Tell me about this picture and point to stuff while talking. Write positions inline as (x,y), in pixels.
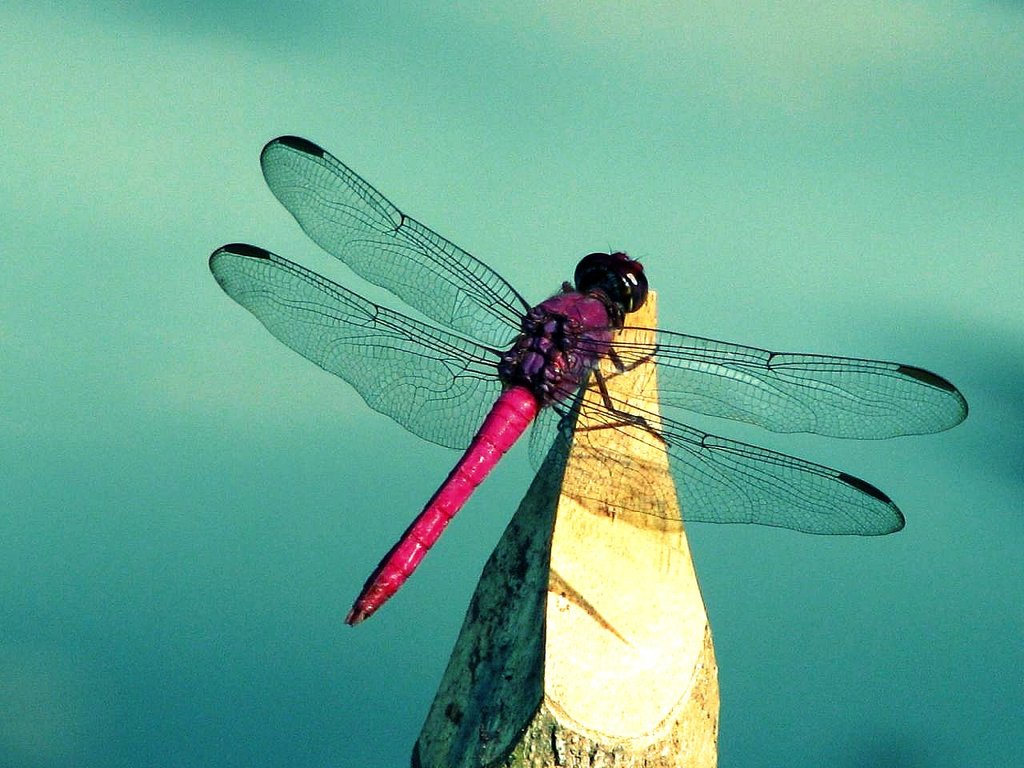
In this image I can see an insect (448,395) which is black, purple and red in color on the wooden log (595,636). I can see the blurry background (89,186).
